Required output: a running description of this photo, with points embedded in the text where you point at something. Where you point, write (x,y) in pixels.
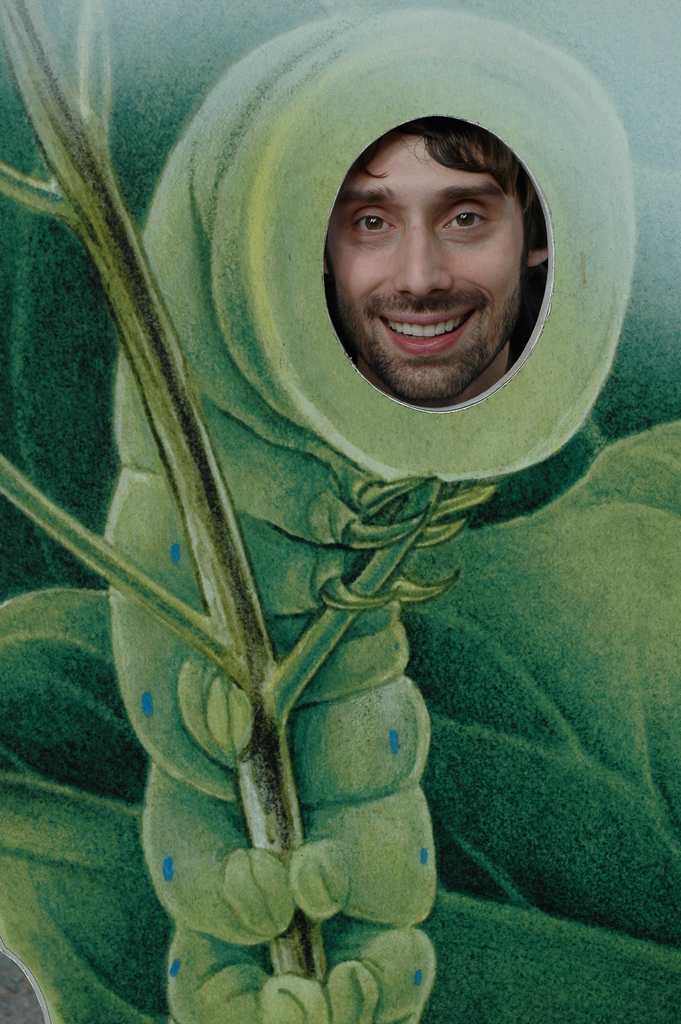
There is one person (374,323) watching from a painted poster (281,343) as we can see in the middle of this image (303,514).
